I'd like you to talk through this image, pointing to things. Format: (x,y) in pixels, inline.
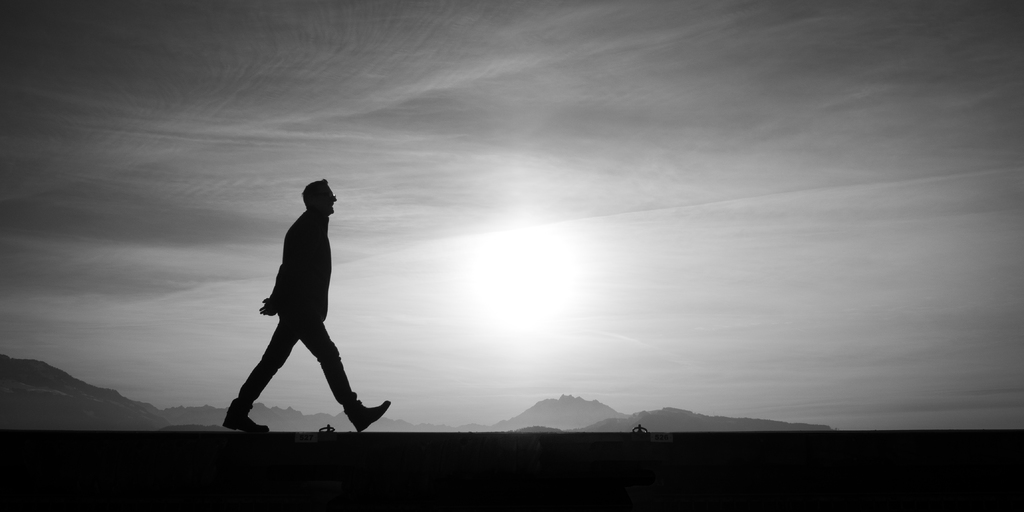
This is black and white image where we can see a man (306,282) is walking. Behind the man (312,255), mountains (100,406) and the sky (522,108) is there.
